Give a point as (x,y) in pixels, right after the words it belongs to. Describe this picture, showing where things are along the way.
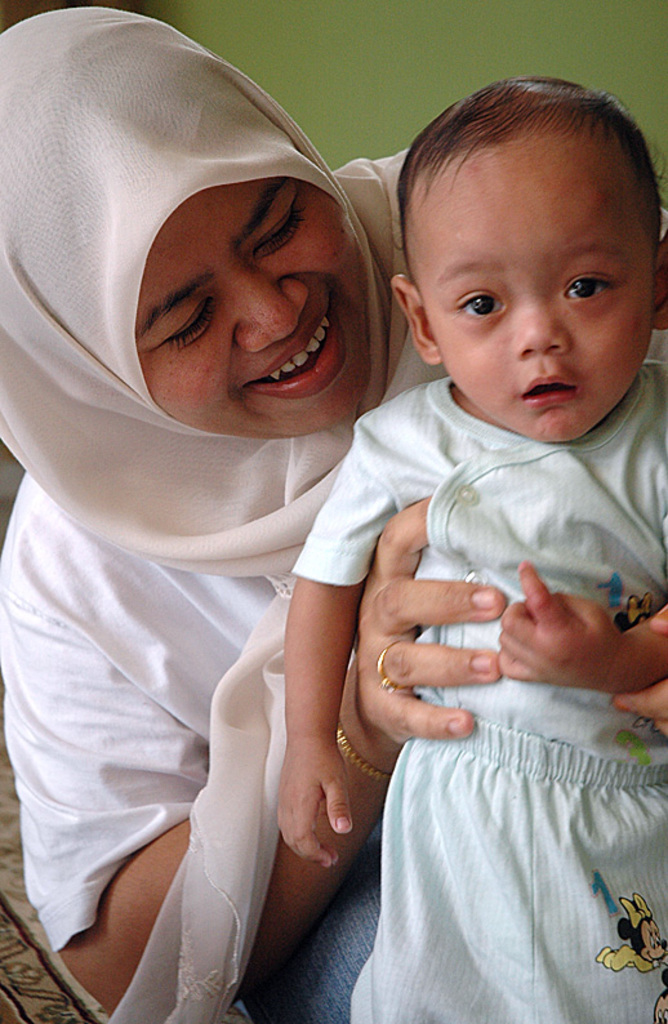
A woman (300,552) is holding a child (476,375) wearing clothes (348,537).
